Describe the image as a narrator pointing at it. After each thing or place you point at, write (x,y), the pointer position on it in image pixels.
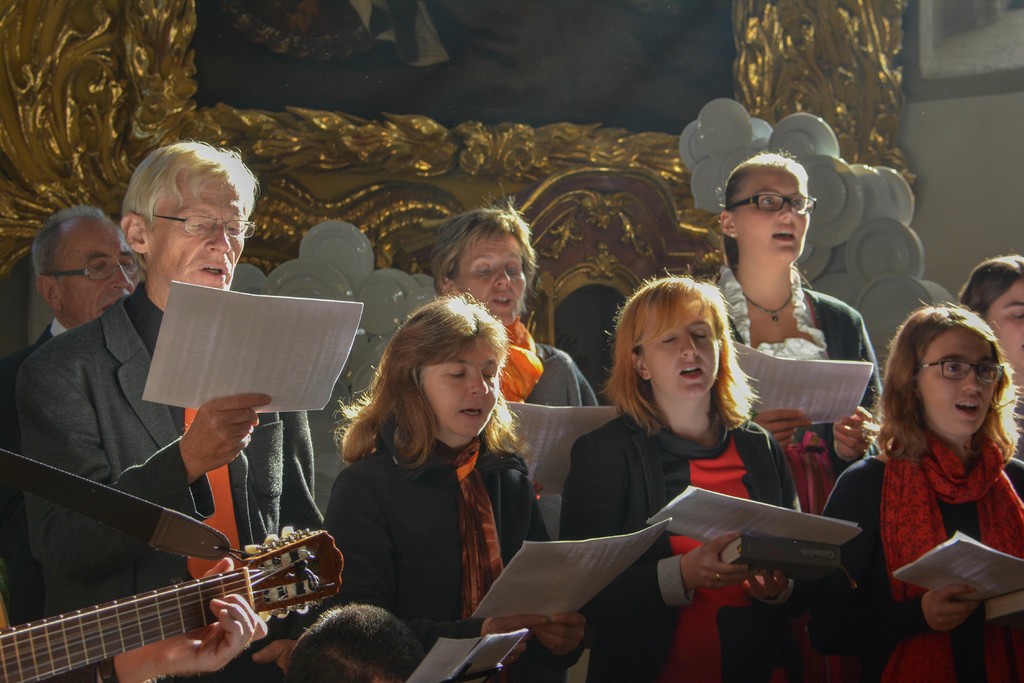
In this picture we can see some persons (616,427) standing and holding a paper (737,530) with their hands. And this is the guitar (92,615) and there is a wall (958,180).
